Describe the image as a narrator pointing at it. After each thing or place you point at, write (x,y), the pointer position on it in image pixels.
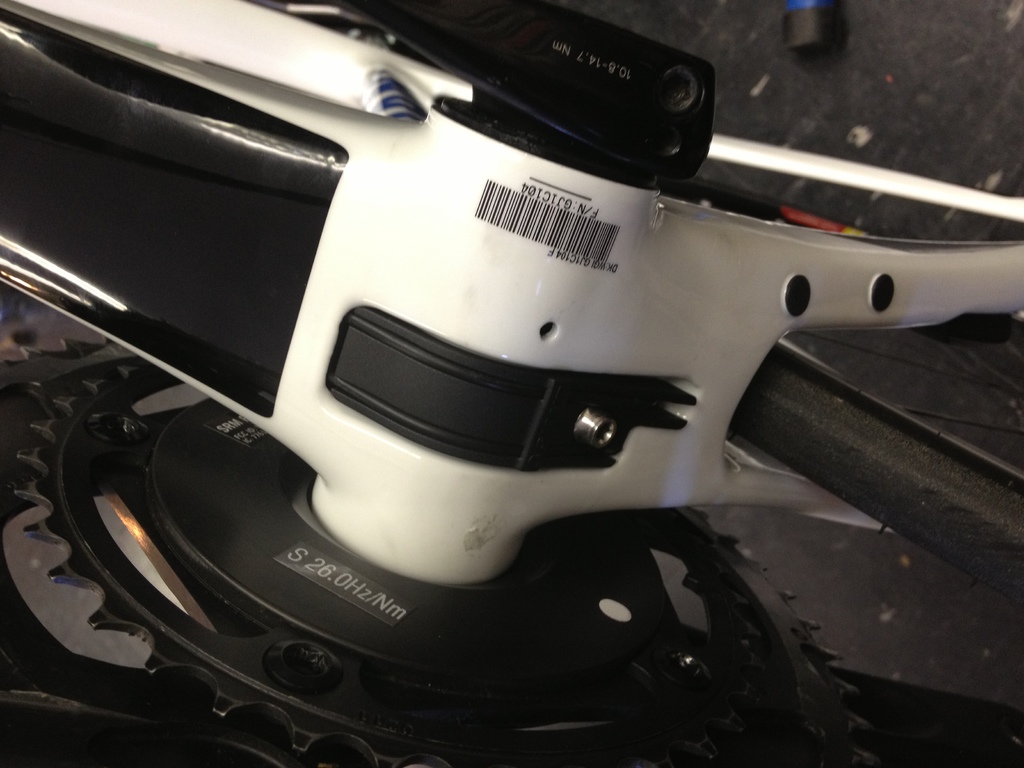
In this image we can see the spare part (419,467) of a bicycle (423,377).
